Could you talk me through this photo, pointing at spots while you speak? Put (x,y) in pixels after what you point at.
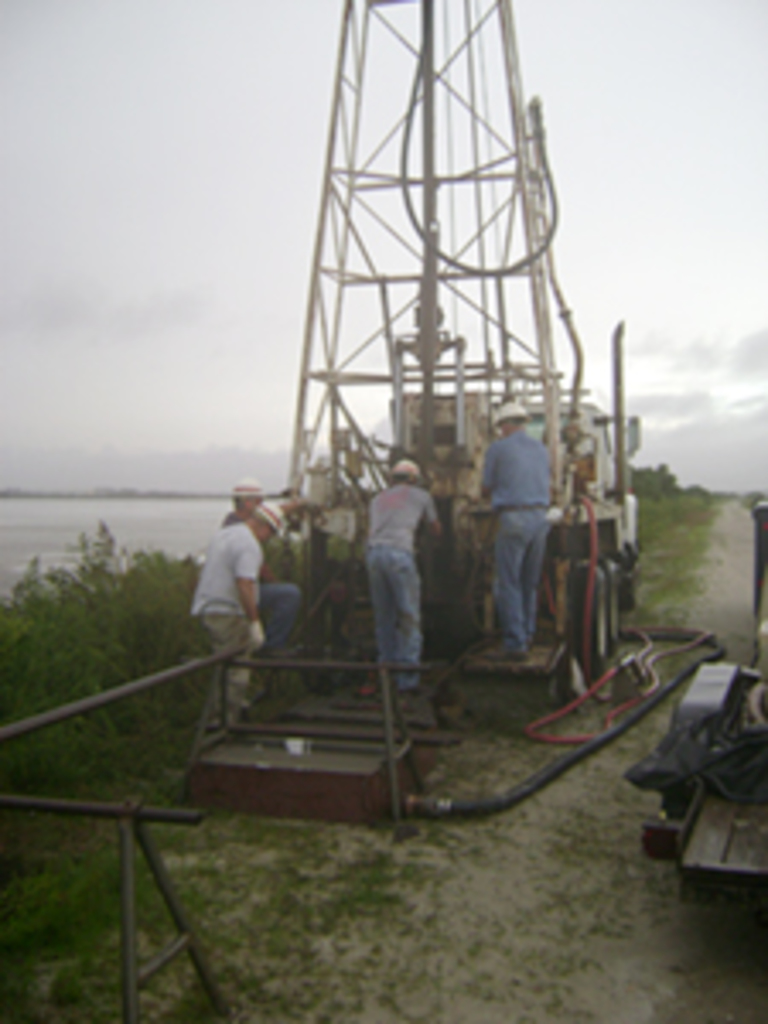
In the middle of the picture (445,420) we can see pipes (601,740), people (504,568), plants (674,515), path (665,703), vehicles (605,528) and machine (449,523). On the left (163,534) there is a water body (187,519). In the center of the background (649,504) there are trees (649,489). At the top (359,195) it is sky (250,71).
